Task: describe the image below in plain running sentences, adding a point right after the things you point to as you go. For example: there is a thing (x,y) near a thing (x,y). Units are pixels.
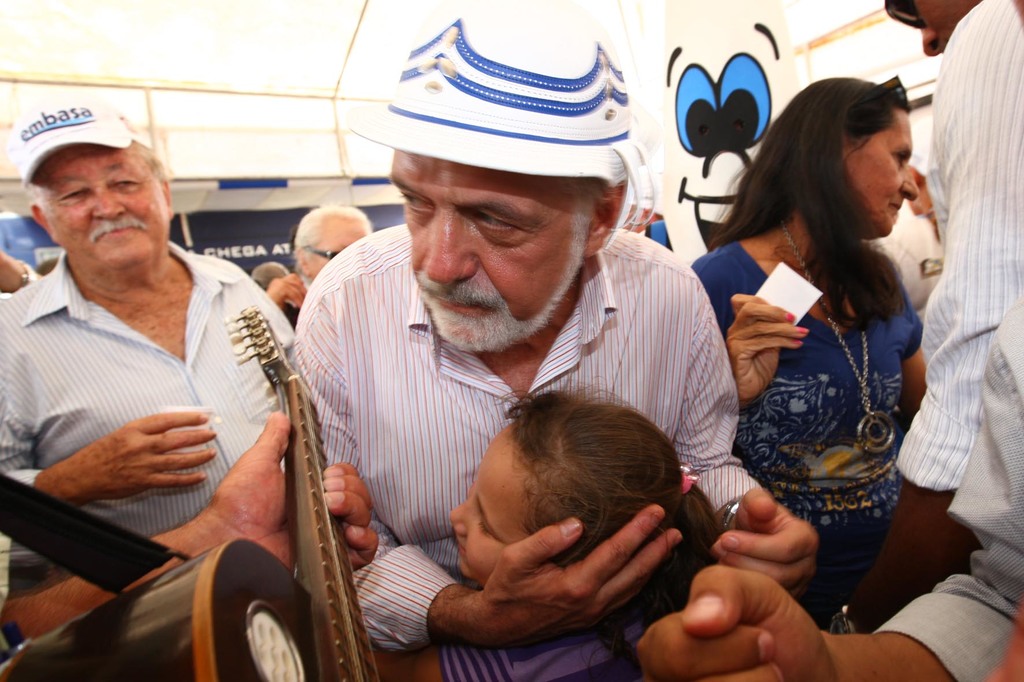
In this image there is a man (523,303) hugging a girl (517,505), in the background (73,356) there are people (863,299), in the bottom left (318,650) there is a guitar (311,522).
